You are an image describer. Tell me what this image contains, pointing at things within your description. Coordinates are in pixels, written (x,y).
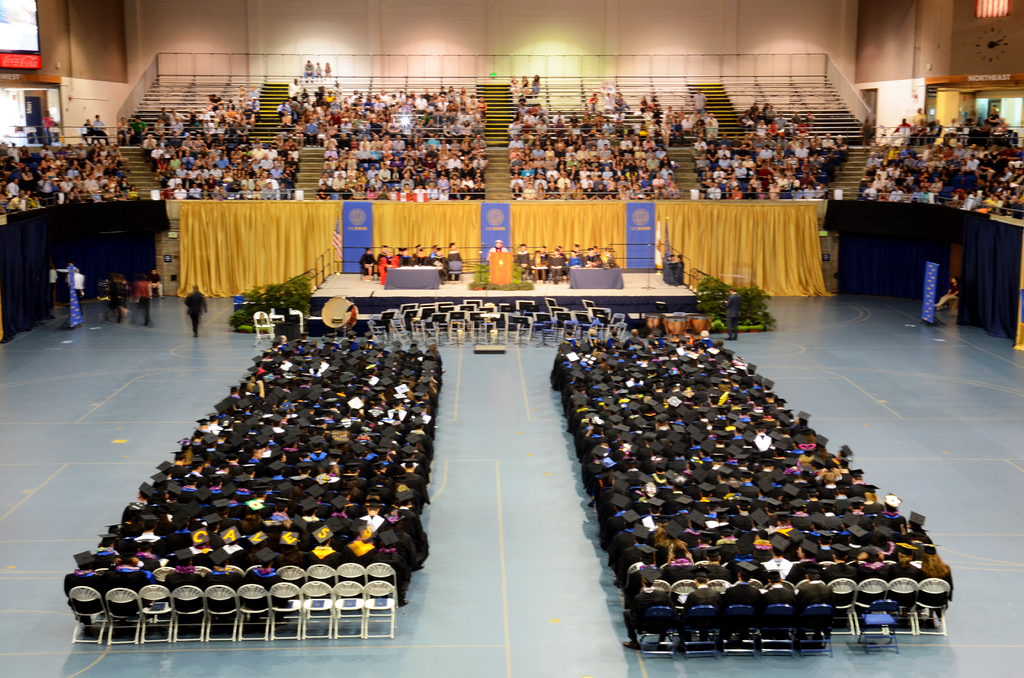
In this image I can see number of people (662,473) wearing black dresses (676,460) and black hats (720,500) are sitting on chairs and in the background (360,280) I can see the stage (372,289), few persons (425,257) sitting on the stage (388,289), a podium (498,259) which is orange in color, the curtain (475,254) which is gold in color and few persons (628,149) sitting on chairs (568,112) in the stadium (460,139) and the white colored background (416,32) and to the left side of the image (2,17) I can see a screen (12,9) and to the right side of the image (1003,46) I can see a clock (980,44).
